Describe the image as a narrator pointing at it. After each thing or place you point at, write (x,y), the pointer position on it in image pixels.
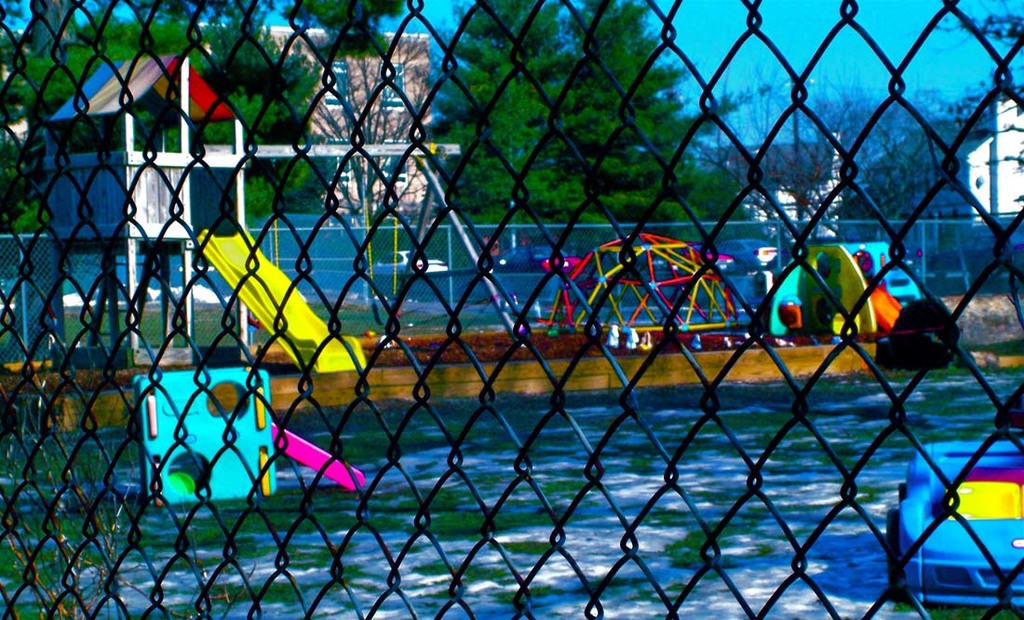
In this image in front (453,447) there is a metal fence (821,524). In the center of the image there are playground toys (965,447). There is a slide (272,270). In the background of the image (708,56) there are trees (596,97), buildings (372,71) and sky (816,21).
